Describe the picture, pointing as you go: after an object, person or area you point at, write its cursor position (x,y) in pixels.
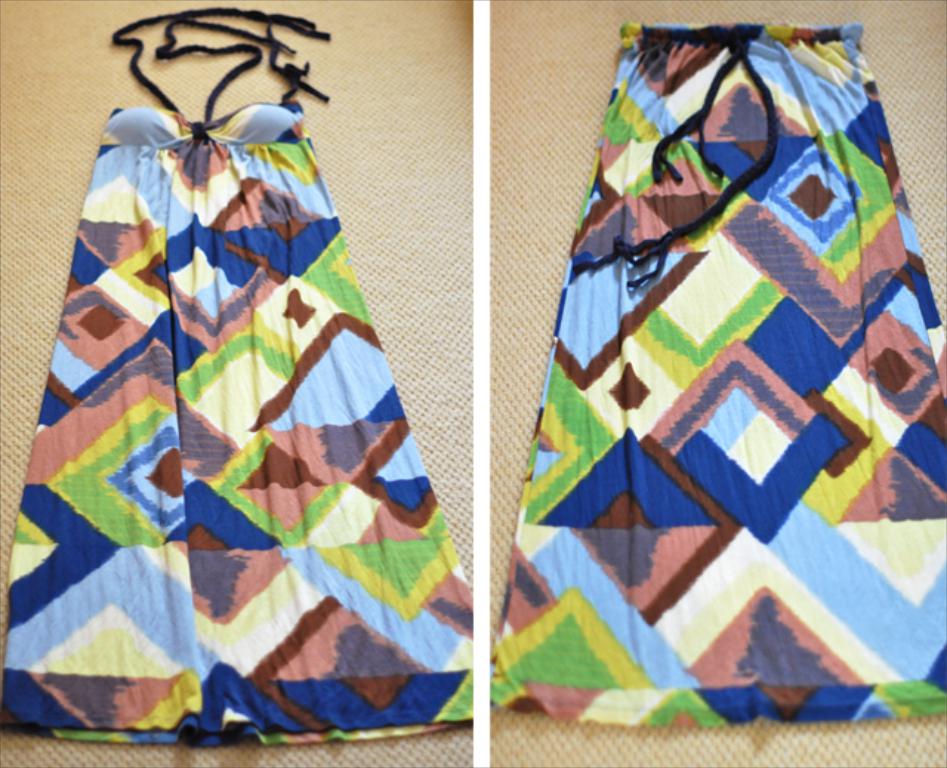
It is a collage picture. On the left side of the image (206,292), we can see one colorful dress (232,388) with black lace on the cream color background. And on the right side of the image (702,195), we can see one colorful long skirt (712,349) with black lace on the cream color background.
